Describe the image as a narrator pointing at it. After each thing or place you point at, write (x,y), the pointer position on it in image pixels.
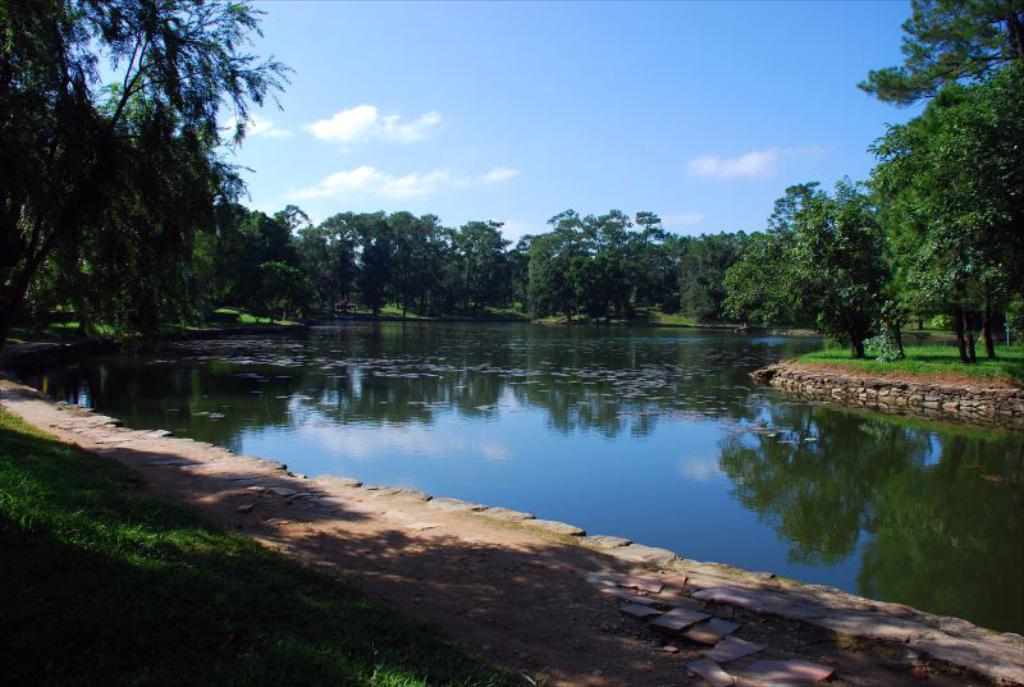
In this picture in the front (208,602) there's grass (210,595) on the ground (286,600) and in the center (494,388) there is water (494,388). In the background (275,247) there are trees (659,253), there is grass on the ground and the sky (356,153) is cloudy.
